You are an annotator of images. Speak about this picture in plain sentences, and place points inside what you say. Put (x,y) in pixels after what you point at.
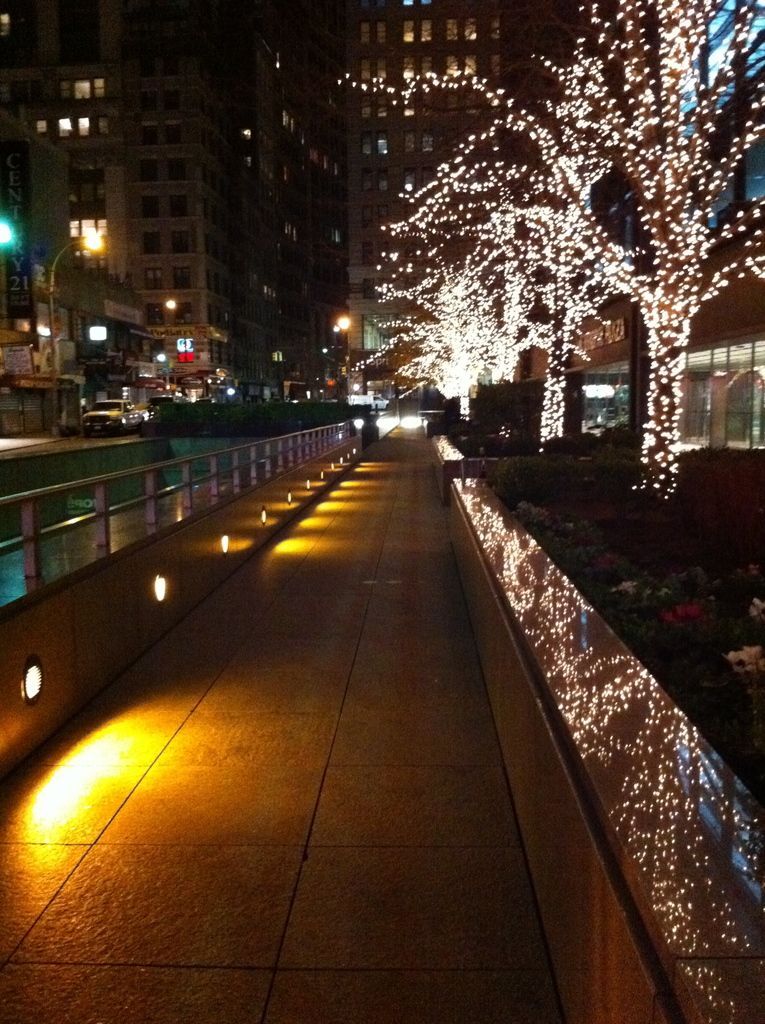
In the center of the image (370,656), we can see a sidewalk (347,796) and in the background (265,209), there are buildings (360,247), trees (481,299) with lights (606,292), and there are vehicles (99,417) on the road (85,434).
